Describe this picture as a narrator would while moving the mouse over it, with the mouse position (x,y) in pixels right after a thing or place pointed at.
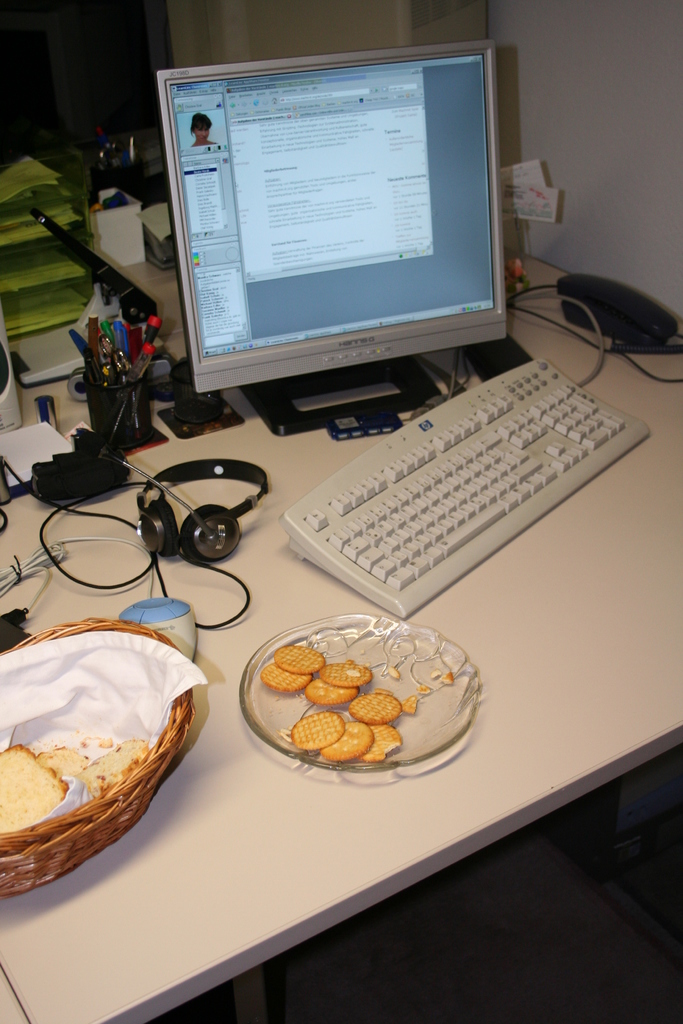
In this image there is one table (635,410), on the table (83,412) there is one computer keyboard (540,432), plate (253,694), basket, headset (164,477), wires (42,537), pens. And in the basket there is some bread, and in the background (126,209) there are some books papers (10,284) and some other objects (142,225) and wall (562,235).
